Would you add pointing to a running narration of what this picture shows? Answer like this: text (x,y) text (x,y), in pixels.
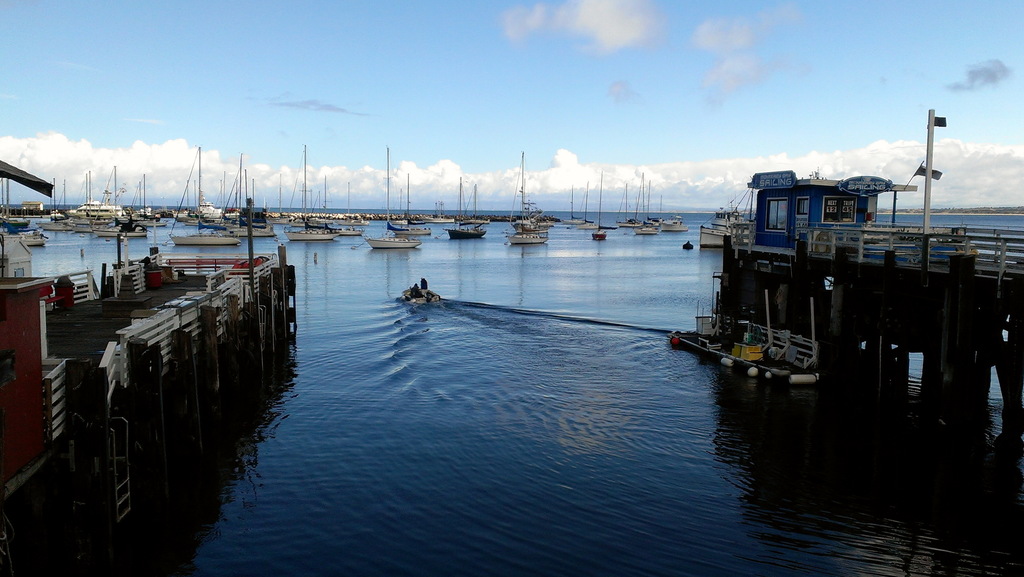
In this image there are two paths (243,383) in the middle of the sea (322,338) and there are boat (339,231) on the sea (295,256), in the background (470,156) there is the sky (600,129).
